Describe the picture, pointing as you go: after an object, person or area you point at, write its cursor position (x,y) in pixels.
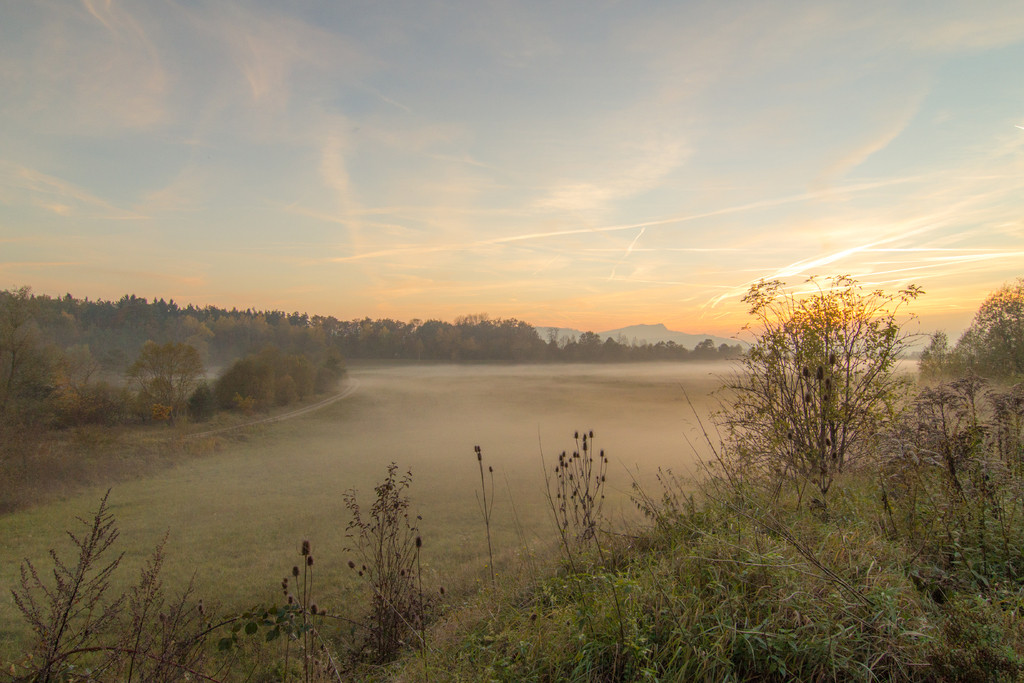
In this image we can see plants (697,612) and trees (212,330). In the background (563,335) there are hills (641,334). Also there is sky (495,183) with clouds (660,249).
